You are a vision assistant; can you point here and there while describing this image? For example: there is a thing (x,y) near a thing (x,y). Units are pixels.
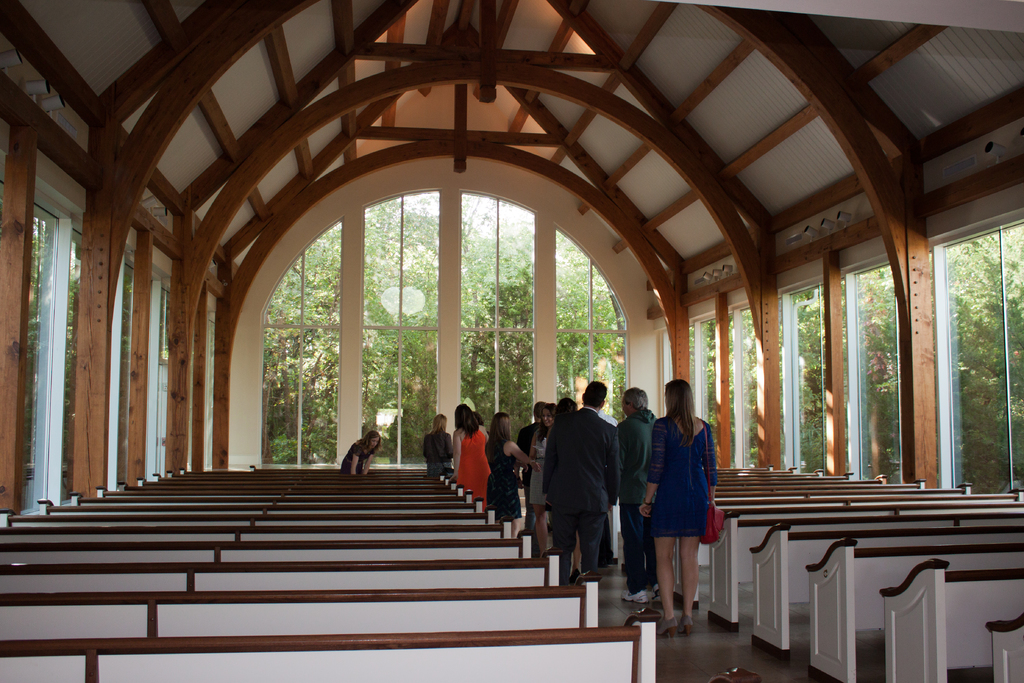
In a hall (415,460) there are many empty benches (214,497) and in between the benches (279,588), a group of people (444,434) are standing and around them there are many windows (399,429) to the hall (636,318) and behind the windows (304,288) there are plenty of trees (367,368).
